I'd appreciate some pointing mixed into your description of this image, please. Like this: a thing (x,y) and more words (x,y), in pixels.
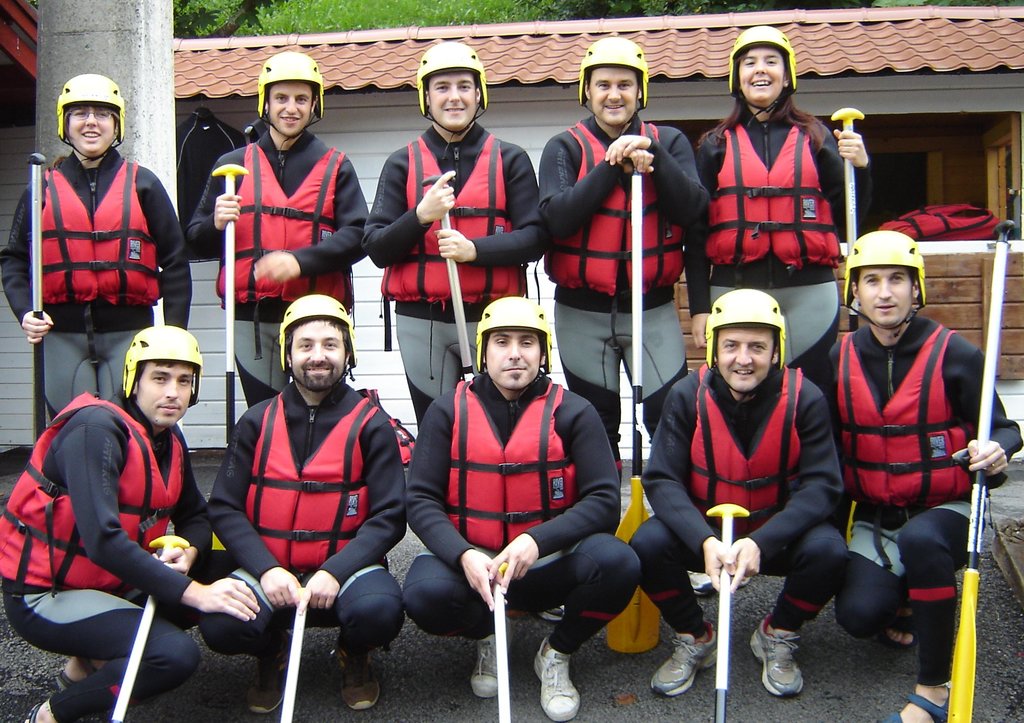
In this picture we can observe some men (419,202). All of them are wearing red color life jackets (97,273) and helmets (258,104) on their heads (273,117). We can observe two women (111,200) in this group (136,182). They are holding oars (146,630) in their hands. In the background (410,82) we can observe a house (320,57) and some trees (200,7).
